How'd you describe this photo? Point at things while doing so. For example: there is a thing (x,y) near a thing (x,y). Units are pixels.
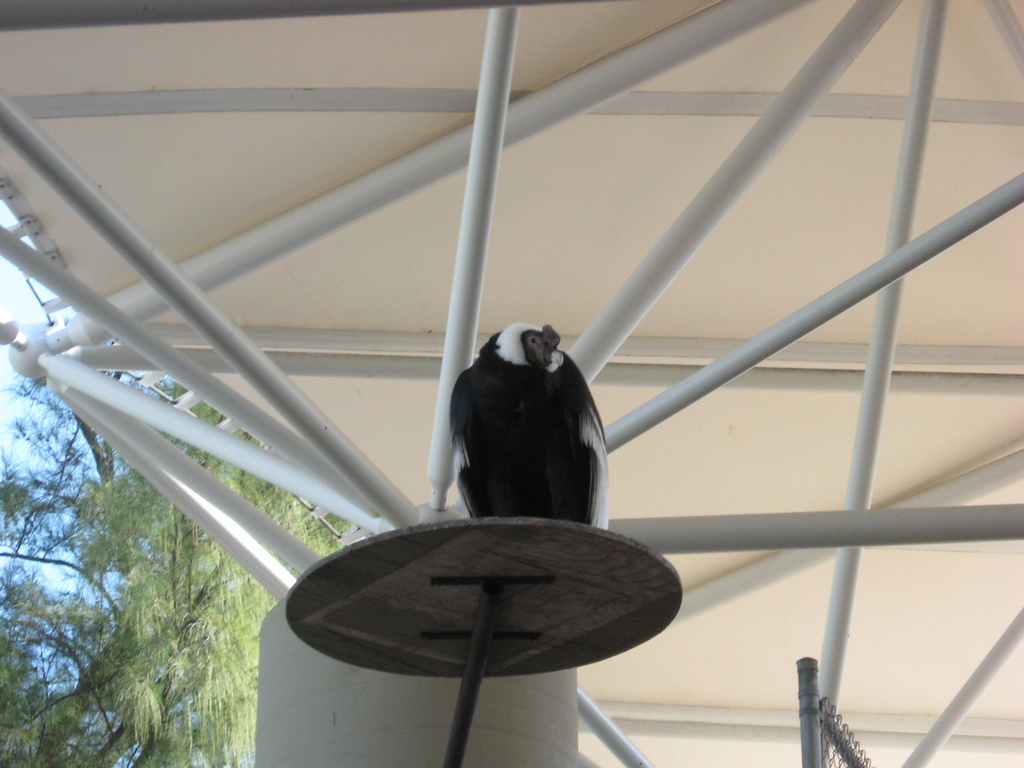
In this picture we can see a bird (500,413) on a round object (522,537). There are a few rods (362,341). We can see some trees (208,623) and the sky (50,394) in the background (187,519).
